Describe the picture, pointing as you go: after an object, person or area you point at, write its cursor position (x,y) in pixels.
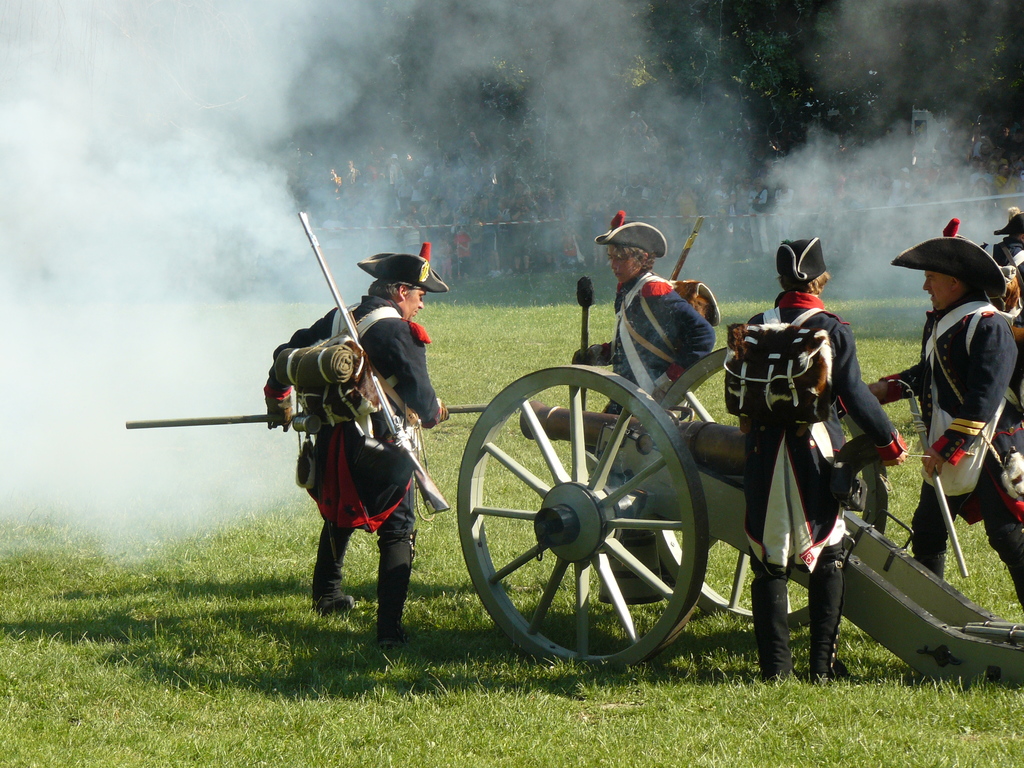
In the picture we can see the grass surface (808,702) on it, we can see a wheel cart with a pipe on it and some people (426,265) with costumes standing near it and in front of them, we can see smoke (200,260) and in the background (442,262) we can see some people (854,211) are standing and watching them.
